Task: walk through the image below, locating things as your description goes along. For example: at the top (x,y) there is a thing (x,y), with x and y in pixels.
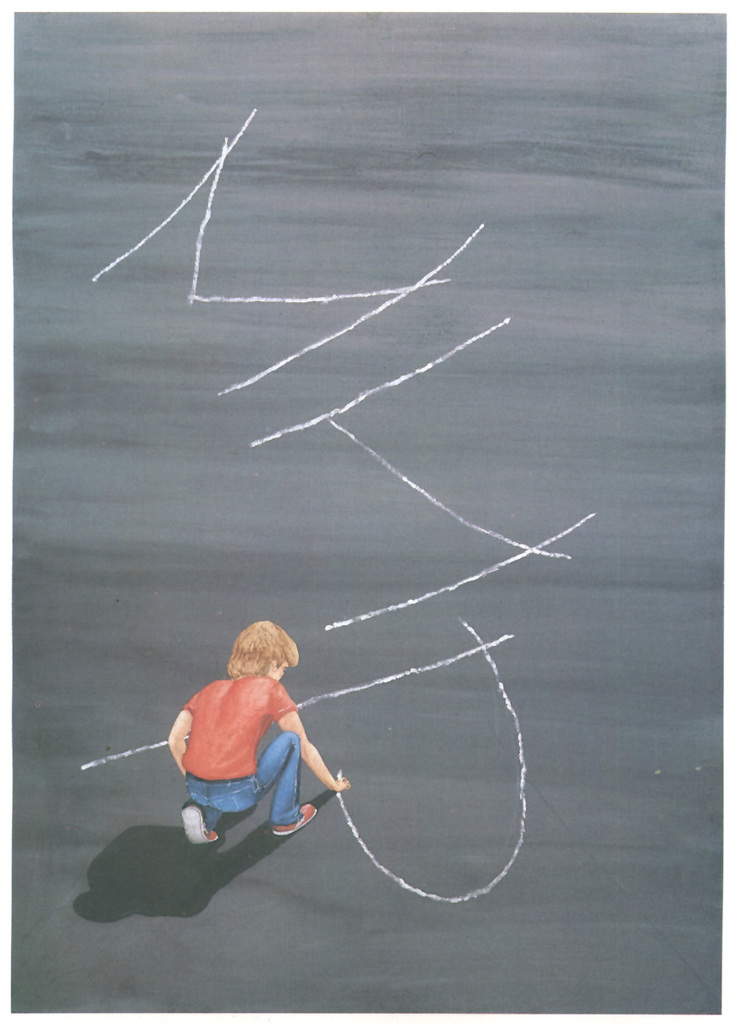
In this image we can see a drawing (315,702), in that, there is a person (272,701) writing a text (441,902) on a surface (413,841).
